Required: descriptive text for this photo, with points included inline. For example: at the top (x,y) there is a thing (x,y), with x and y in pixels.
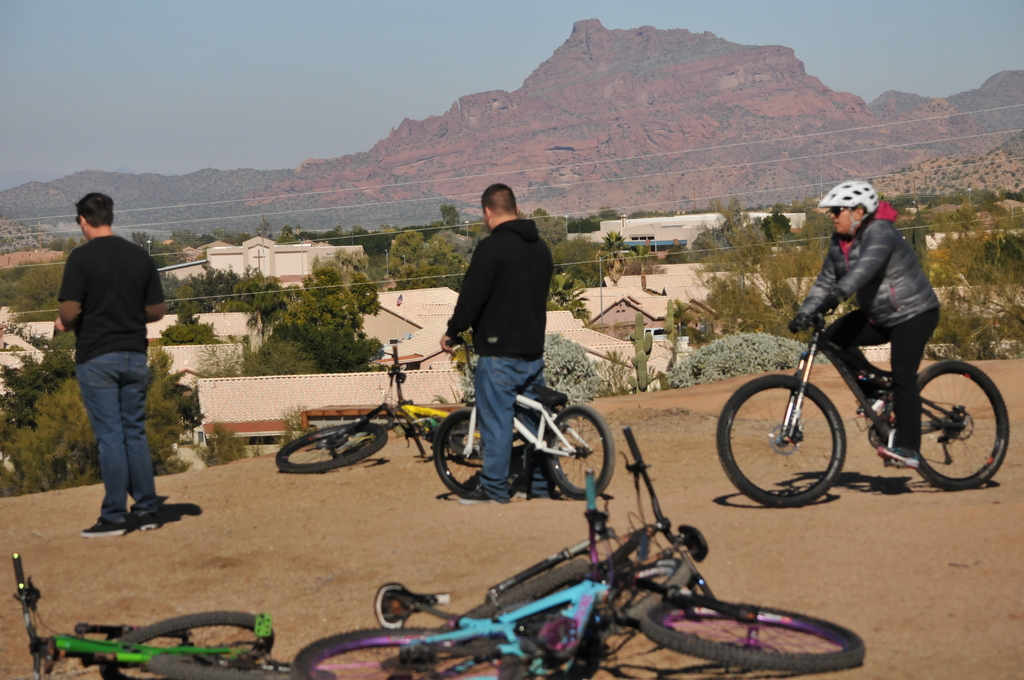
Left a man (72,309) is standing and the middle a man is holding a bicycle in the right (749,496) a man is riding a bicycle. At the top (653,121) there are hills (458,112).
